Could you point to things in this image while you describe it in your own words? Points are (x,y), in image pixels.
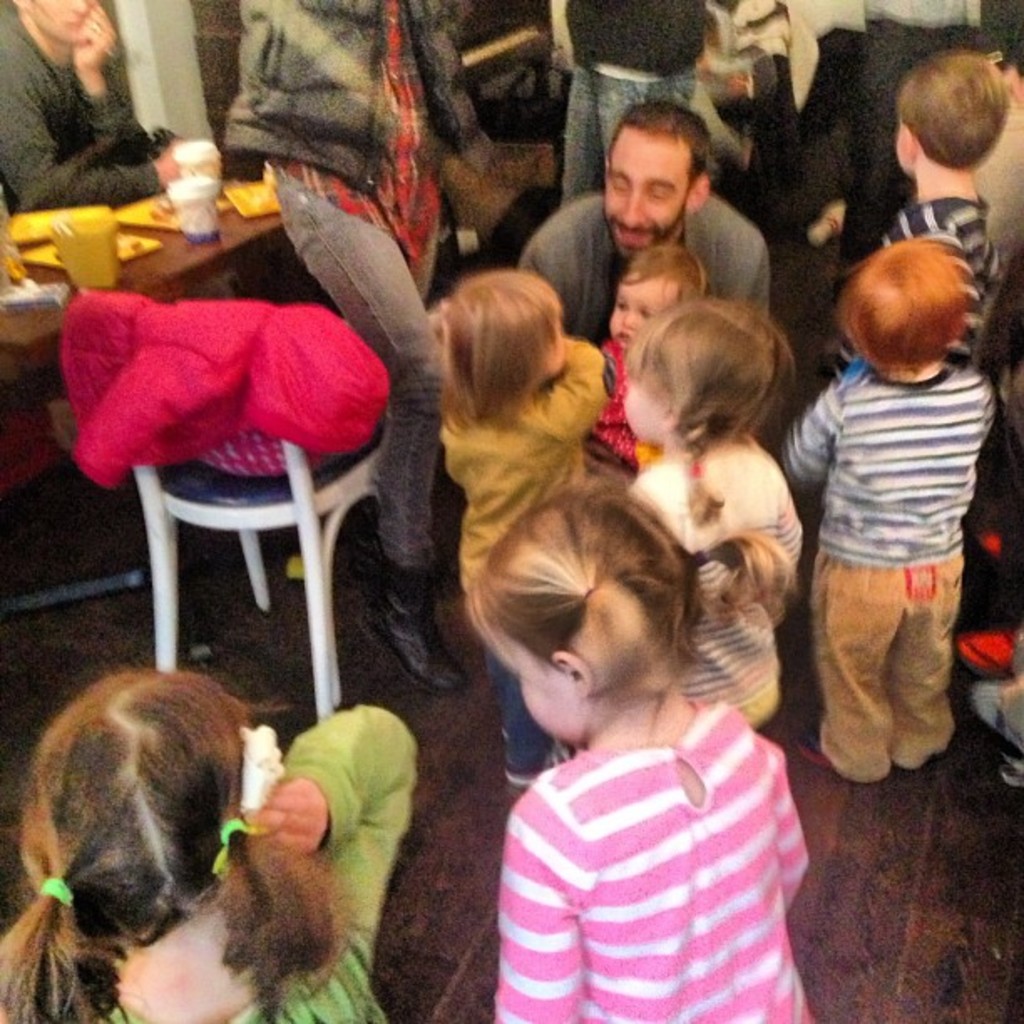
In this picture we can see a group of people (532,909) on the floor (2,744), here we can see a table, chair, cups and some objects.
